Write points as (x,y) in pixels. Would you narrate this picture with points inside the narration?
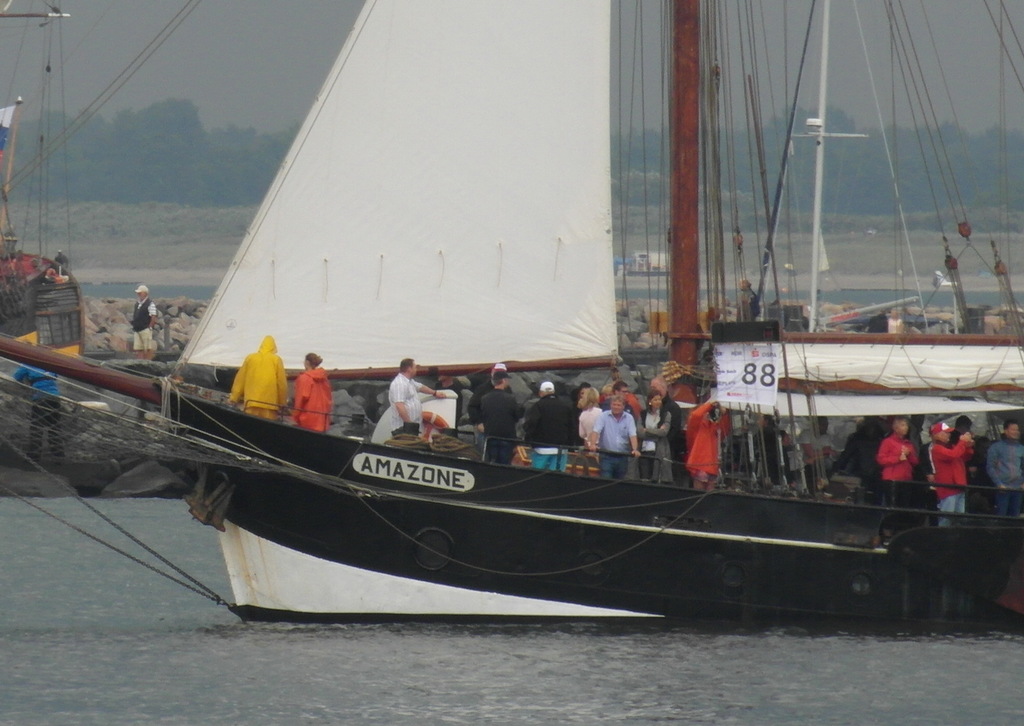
At the bottom of the image (341,635) there is water (465,644) and we can see a ship (329,599) on the water (340,651). There are people (866,468) in the ship (792,430). In the background (225,204) there are trees (619,145) and sky (329,60). On the left (38,423) there are people (146,317).
